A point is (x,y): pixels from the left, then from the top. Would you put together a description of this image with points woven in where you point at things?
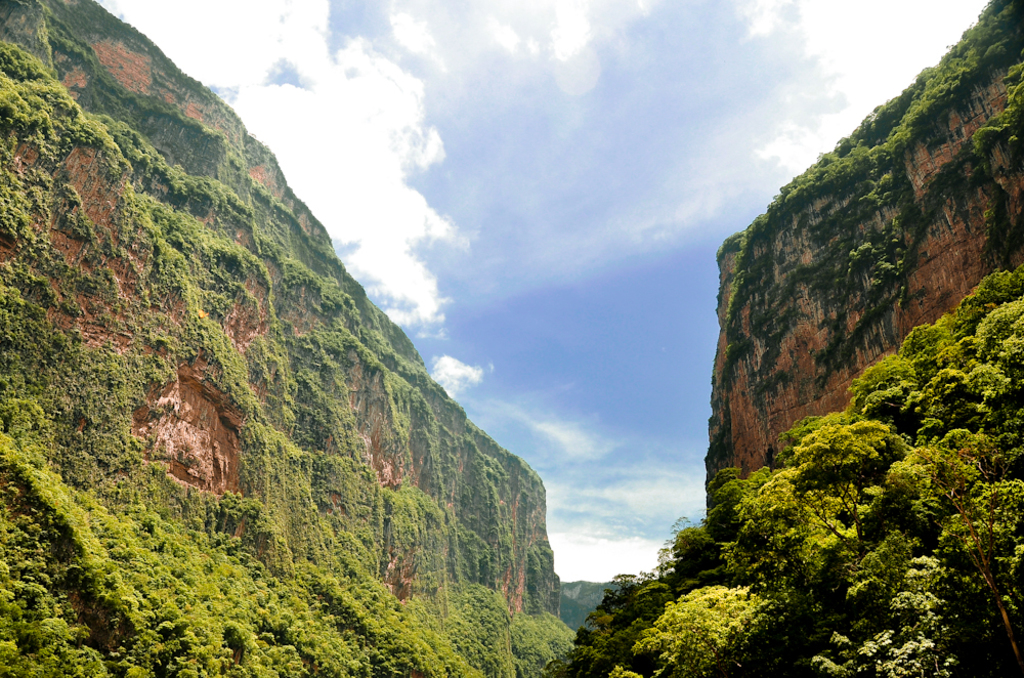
In this image we can see the hills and a group of trees (294,654). At the top of the image (378,107) we can see the cloudy sky (529,108).
